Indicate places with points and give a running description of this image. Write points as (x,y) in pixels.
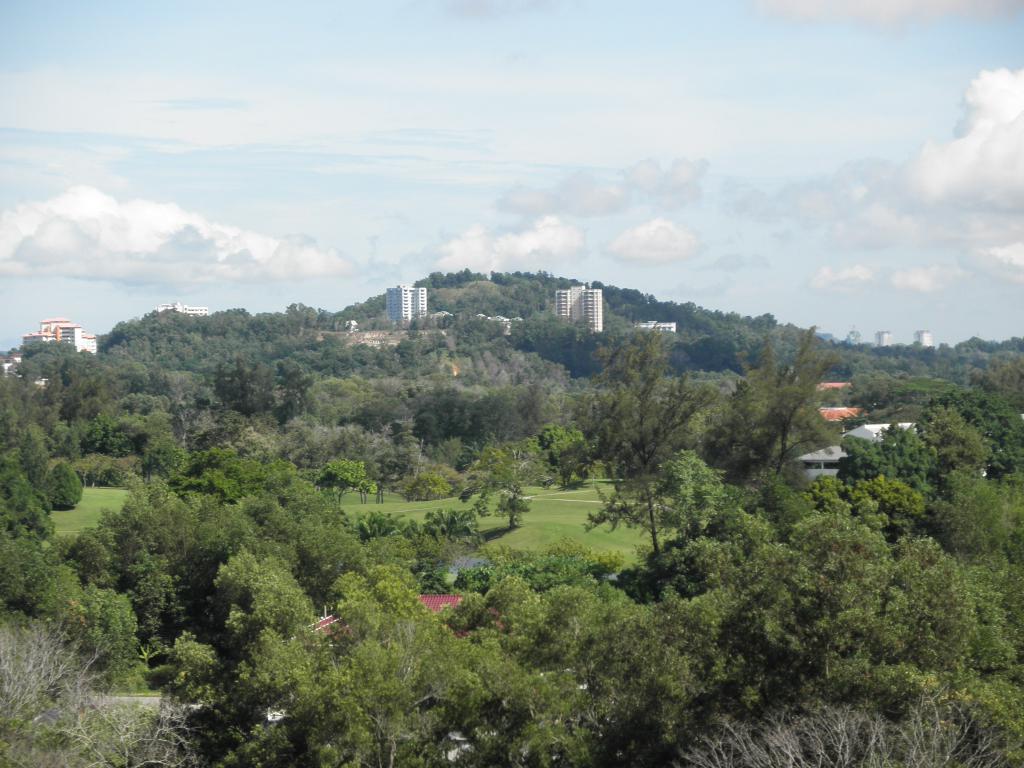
In this image we can see a group of trees (345,635), grass (347,509), some houses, buildings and the sky (605,184) which looks cloudy.
